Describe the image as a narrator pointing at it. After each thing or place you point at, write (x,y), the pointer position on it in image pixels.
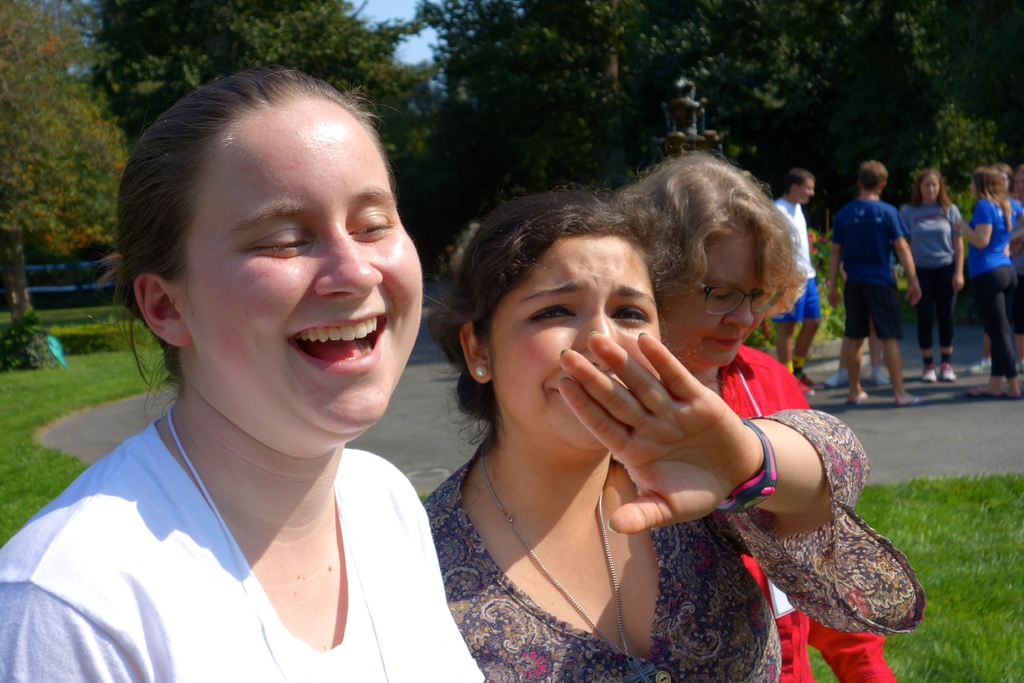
Here we can see people (371,406). This woman (371,406) is smiling. Background (24,81) we can see trees (67,90), sky (403,56) and grass (957,548).
